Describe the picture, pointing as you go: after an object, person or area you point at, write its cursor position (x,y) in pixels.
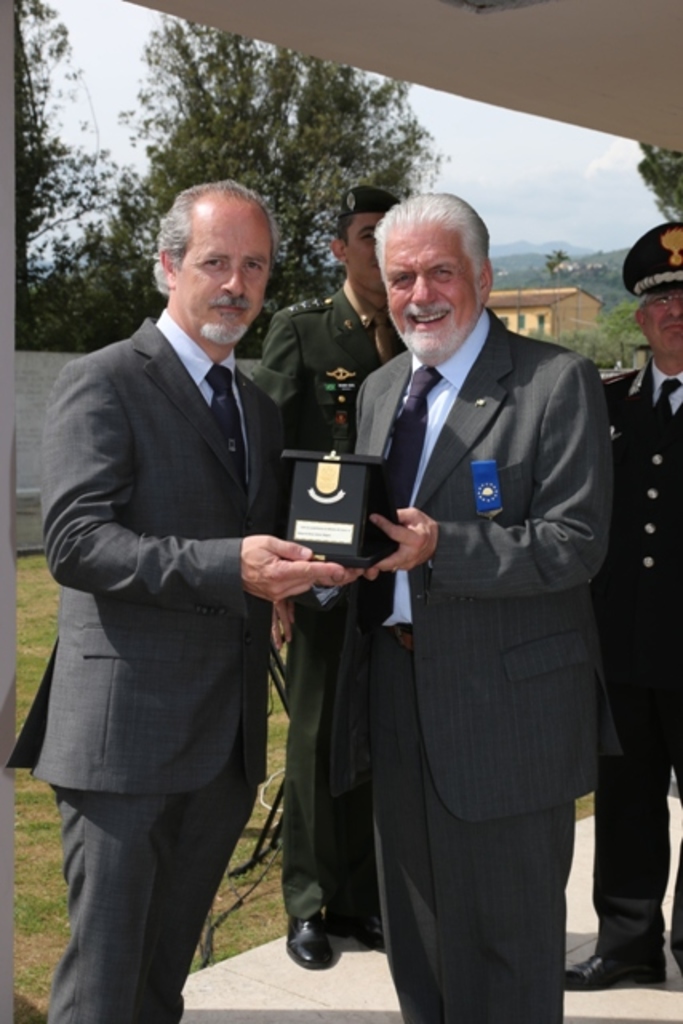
In this image I can see two persons (228,492) wearing white shirts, black ties (399,459) and blazers (181,643) are standing and holding a black colored object (372,549) in their hands (382,524). In the background (615,586) I can see few persons (624,593) wearing uniforms (627,501) are standing, few trees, the wall (40,414), few mountains (527,247) and the sky (500,149).
